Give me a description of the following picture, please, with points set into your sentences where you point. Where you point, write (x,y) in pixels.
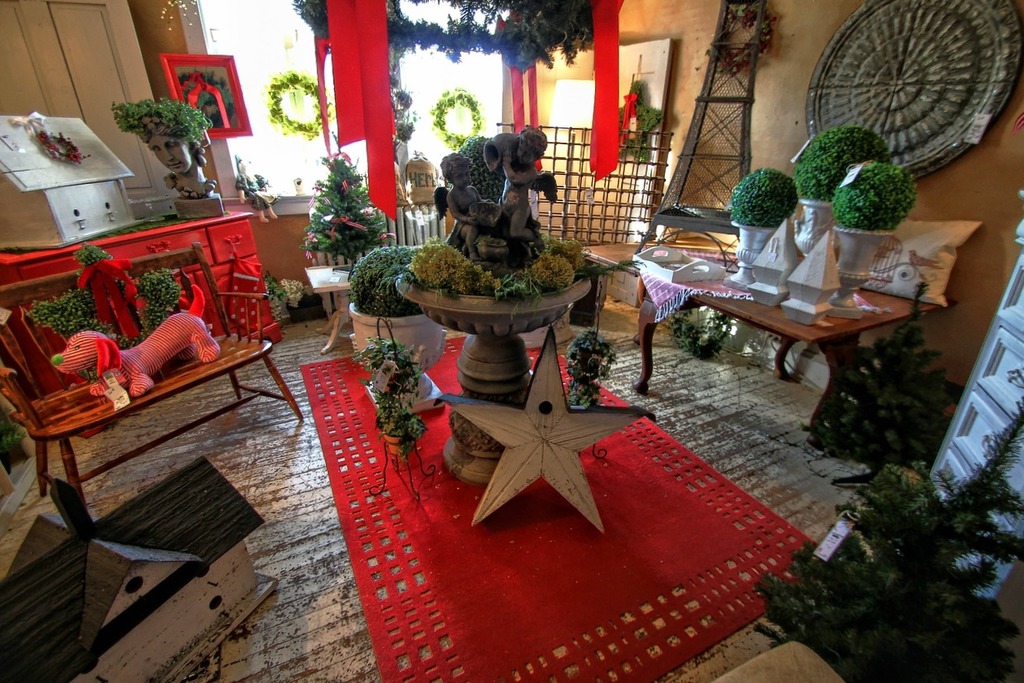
This is the picture taken in a room (423,154), this is a wooden floor (301,372) on the floor (318,609) there is a red mat (370,609), tables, a toy house (205,514), house plants (350,278) and star (503,424). On the table (734,298) there is a toy (171,340), tray (681,276), cloth (678,292). In the middle of the room (466,430) there is a fountain (484,335) with sculpture (503,201). Behind the sculpture (471,227) there is a glass door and a wall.
